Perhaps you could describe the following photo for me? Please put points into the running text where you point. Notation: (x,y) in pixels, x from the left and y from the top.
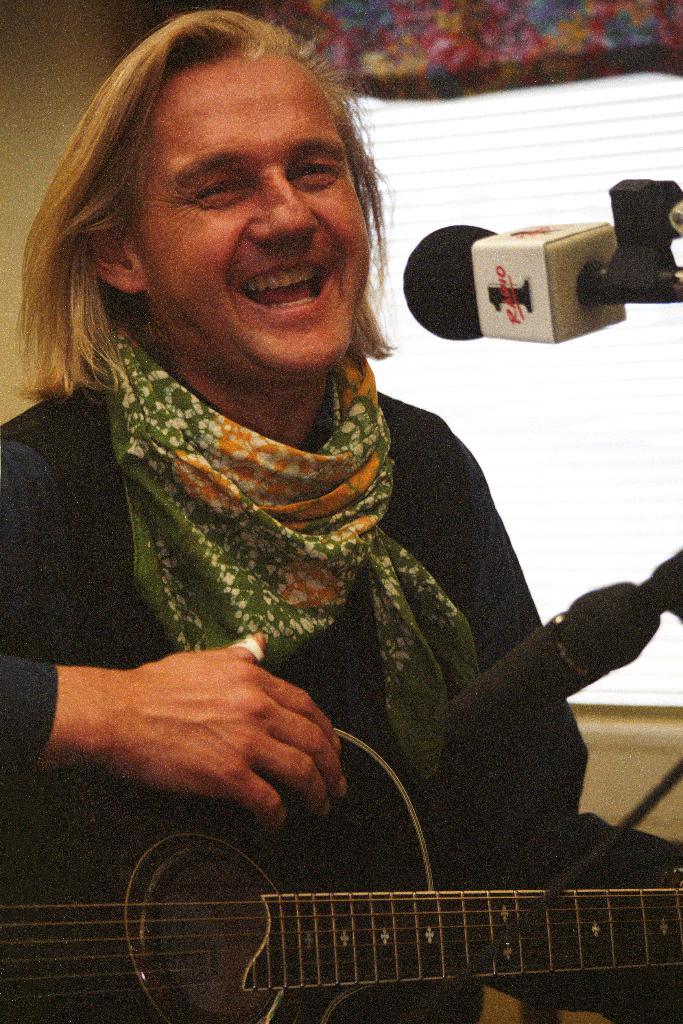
In this image I see a man (664,990) with blonde hair (45,249) and he is in front of the mics (675,189) and he is holding a guitar (411,815) and he is smiling.
